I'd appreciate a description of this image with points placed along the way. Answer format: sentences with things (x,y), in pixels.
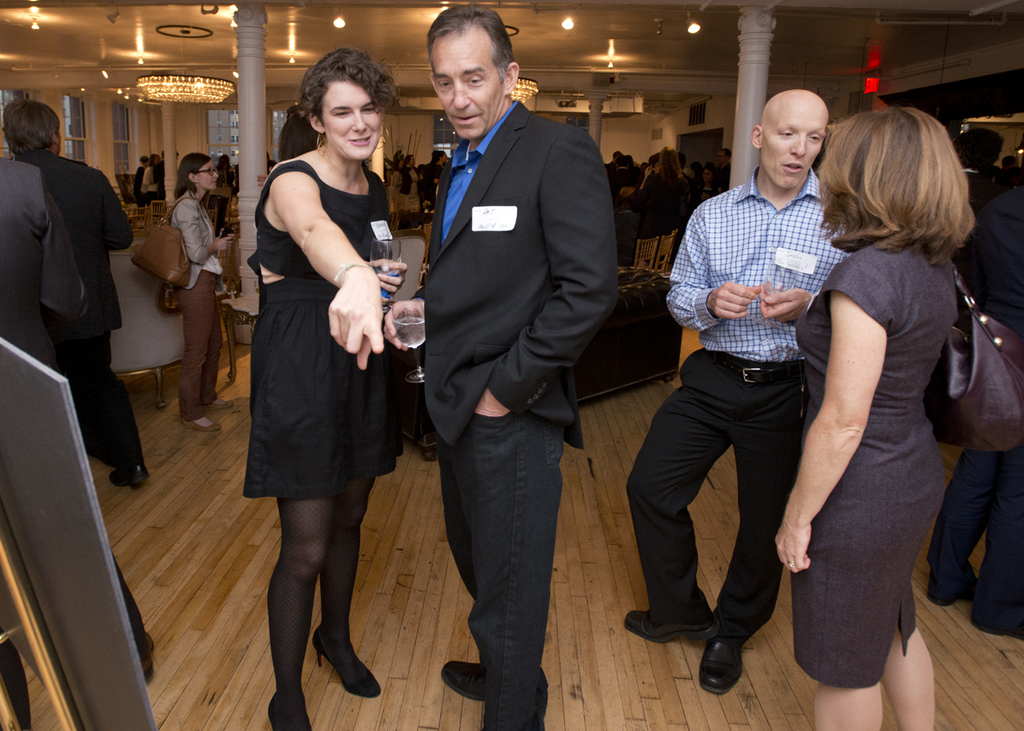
In this image I can see number of people (542,402) are standing. I can also see few of them are holding glasses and few of them are carrying bags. In the background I can see number of lights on the ceiling (292,18) and on the left side of the image (7,369) I can see a board (21,367). I can also see few pillars (170,187) in the background (248,7).
